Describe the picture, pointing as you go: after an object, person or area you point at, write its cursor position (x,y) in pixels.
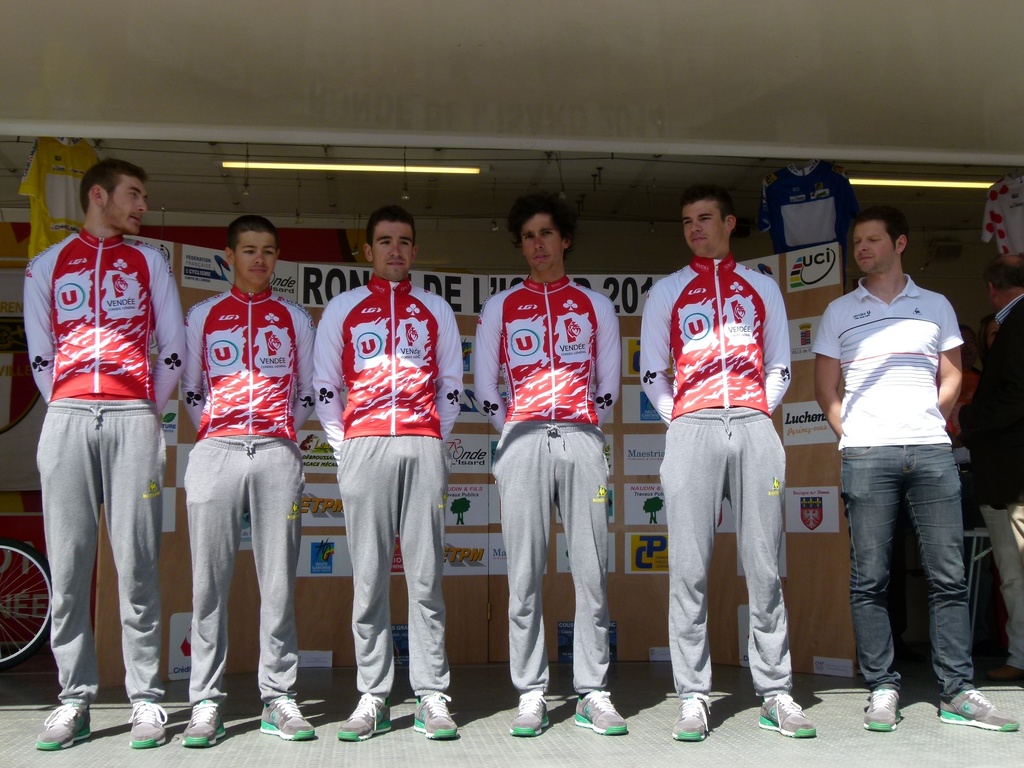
In this image in the center (544,361) there are persons (486,374) standing. In the background (497,552) there is a banner (454,437) with some text (477,556) written on the banner (627,459). On the top (825,181) there are lights (889,182) hanging and there are T-shirts (808,202) hanging. On the left side (40,616) there is a tyre (15,601).
